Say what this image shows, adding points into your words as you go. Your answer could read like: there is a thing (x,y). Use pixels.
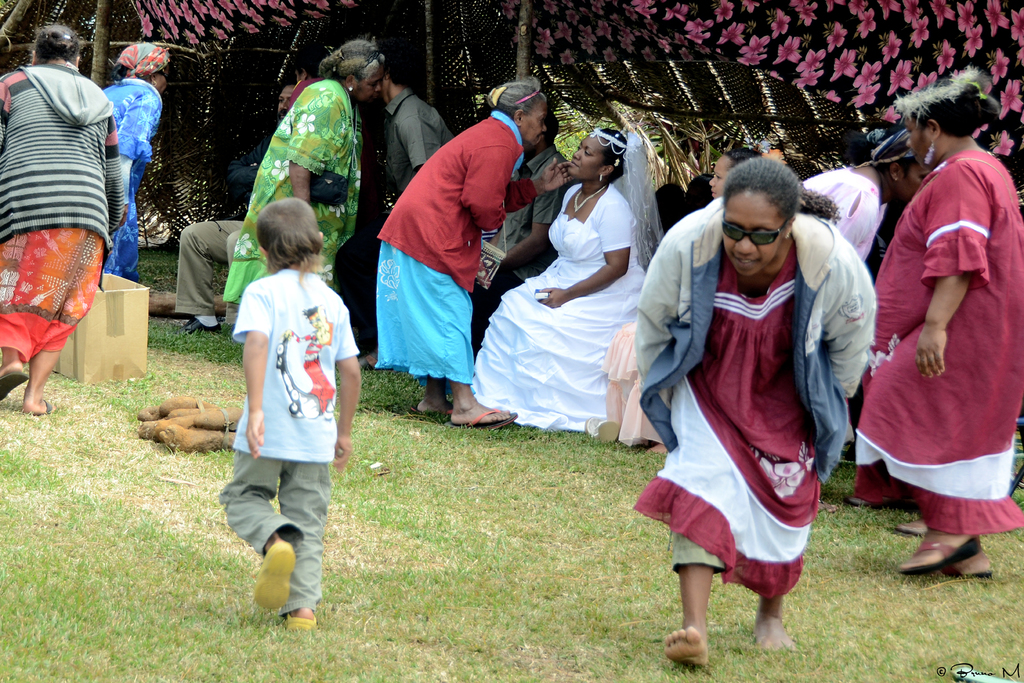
In this image there are few people (266,381) who are walking on the ground (240,549). In the middle (568,327) there is a woman (573,258) who is wearing the white gown (567,281) is sitting. In front of her there is a woman (468,146) who is touching her face (580,161). At the top (736,37) there are flowers (752,41). On the ground (110,420) there is a cardboard box (116,338).
